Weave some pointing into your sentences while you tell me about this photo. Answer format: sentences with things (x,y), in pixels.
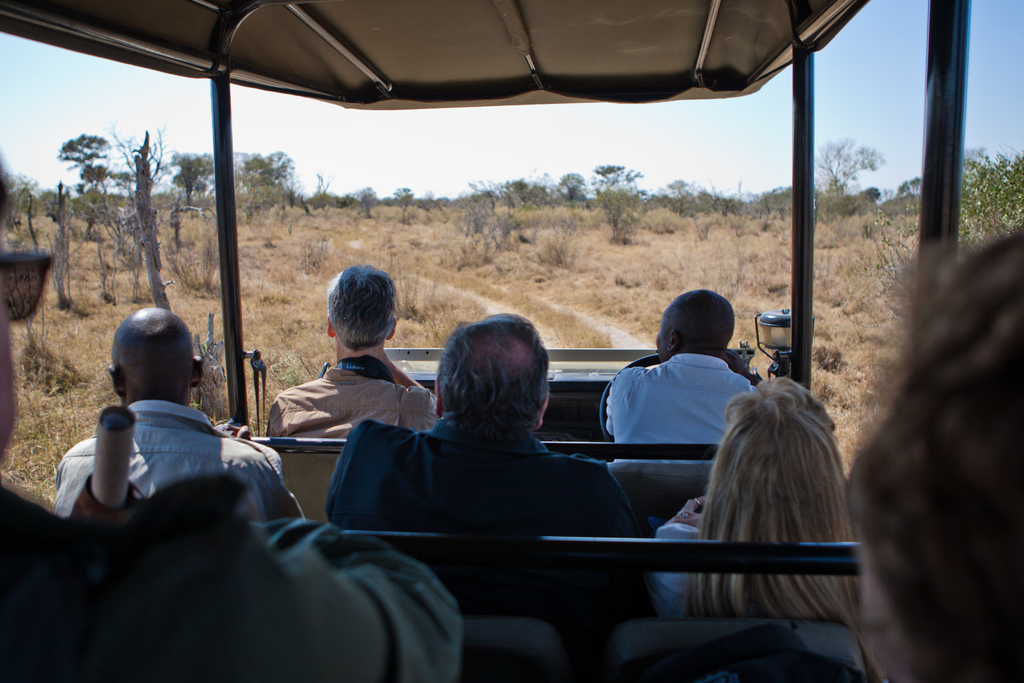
In this image we can see some group of persons (346,525) sitting in a vehicle (618,574) and travelling in the forest (382,225) there is a person (283,403) who is holding camera (356,364) sitting in front and there are some trees (80,205), clear sky (420,180) in the background of the image (474,215).
